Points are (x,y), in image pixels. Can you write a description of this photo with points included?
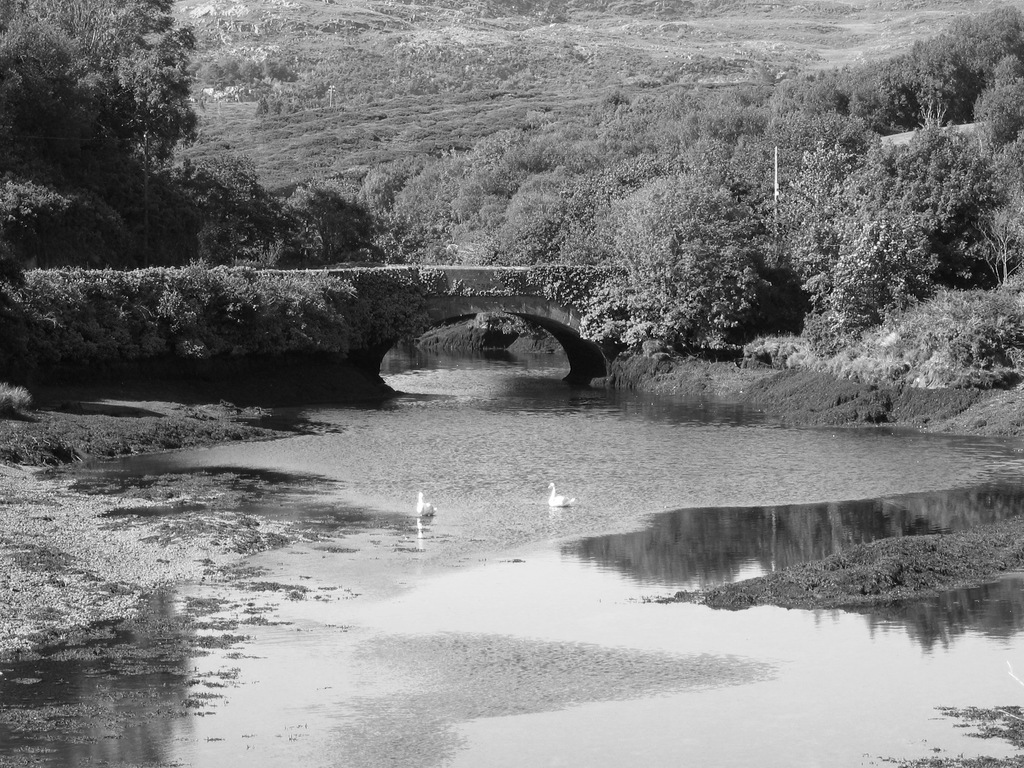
In this image we can see two birds (559,503) on the water (453,511), there is bridge (317,281), few plants (282,293) and trees (672,144) in the background (468,205).
